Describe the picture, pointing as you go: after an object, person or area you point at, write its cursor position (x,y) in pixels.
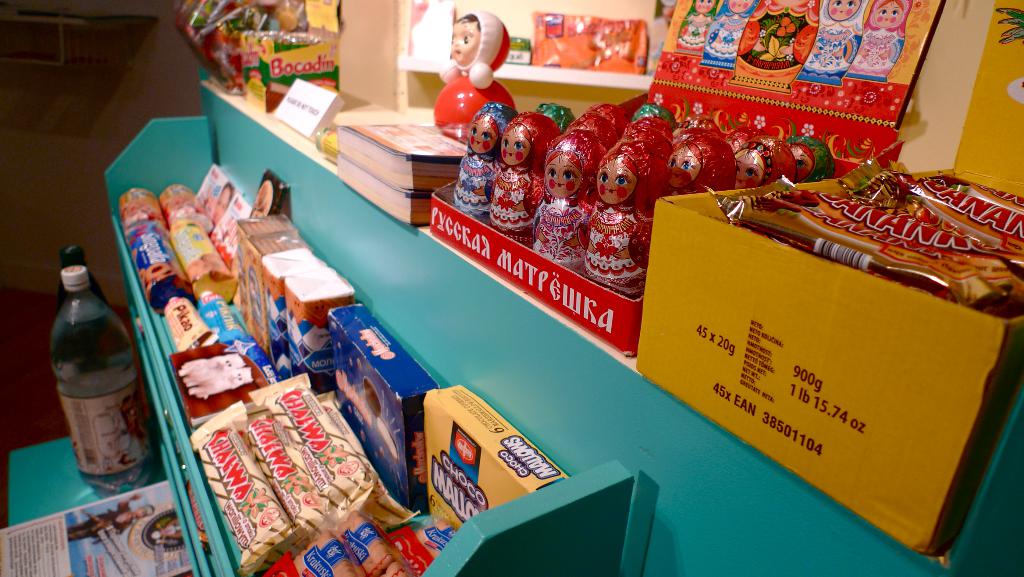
In this image there is a shelf (404,324) and we can see books (449,172), dolls (560,239), chocolates (475,192), wrappers (230,275) and some goods (300,257) placed in the shelf (475,393). At the bottom (99,495) we can see bottles (96,482) and book (141,502) placed on the table (71,479). In the background (157,77) there is a wall (73,150).
